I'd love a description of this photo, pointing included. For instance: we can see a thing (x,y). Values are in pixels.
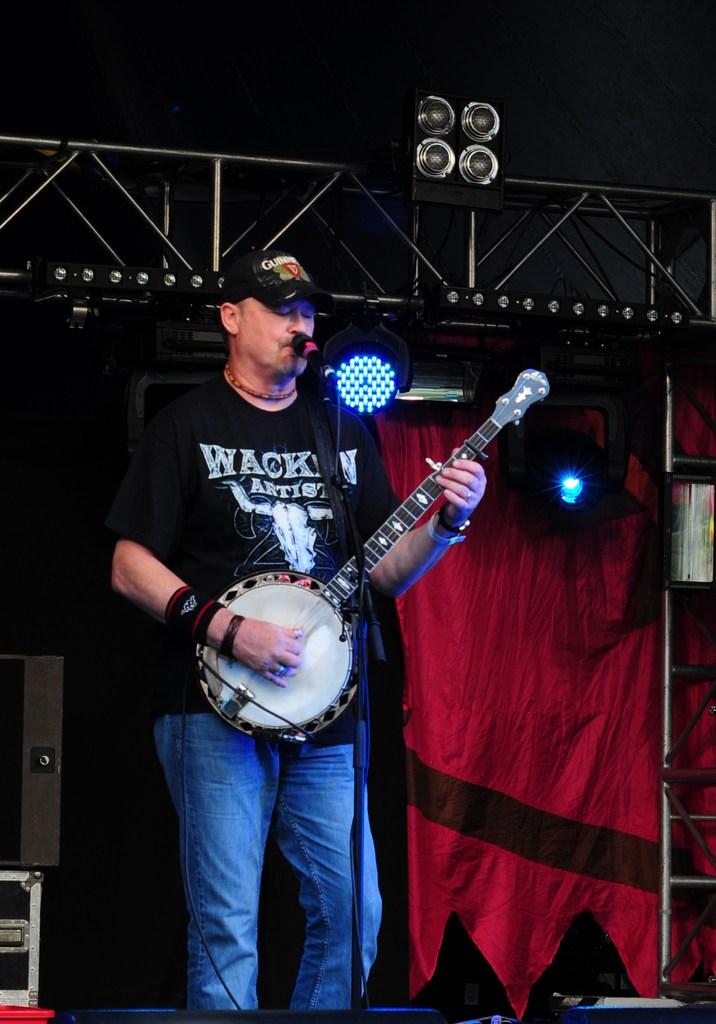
In this image there is a person (299,466) playing a musical instrument (271,584) in front of the mic (320,370), behind the person (303,558) there are lights (339,354), metal rods (423,306), curtains (412,815) and some other equipment (57,719).
